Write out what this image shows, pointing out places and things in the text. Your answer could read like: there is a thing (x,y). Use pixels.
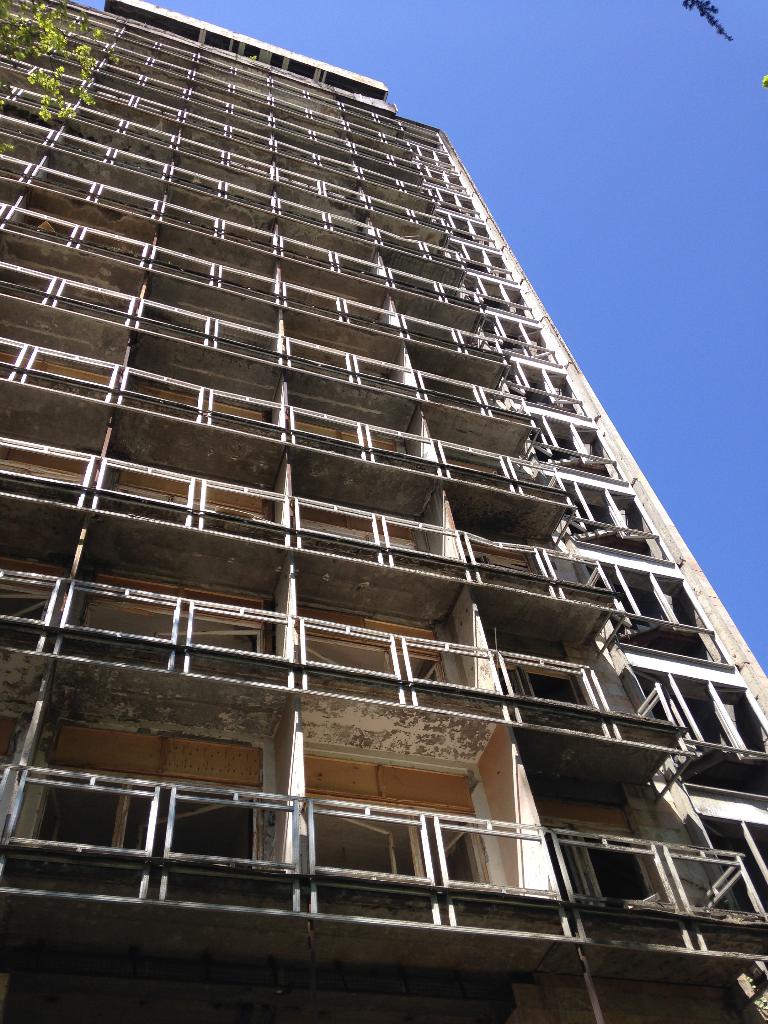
In this image we can see a building (445,547) and it is having many windows (390,655) to it. There is a sky (610,143) in the image. There is a tree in the image.
